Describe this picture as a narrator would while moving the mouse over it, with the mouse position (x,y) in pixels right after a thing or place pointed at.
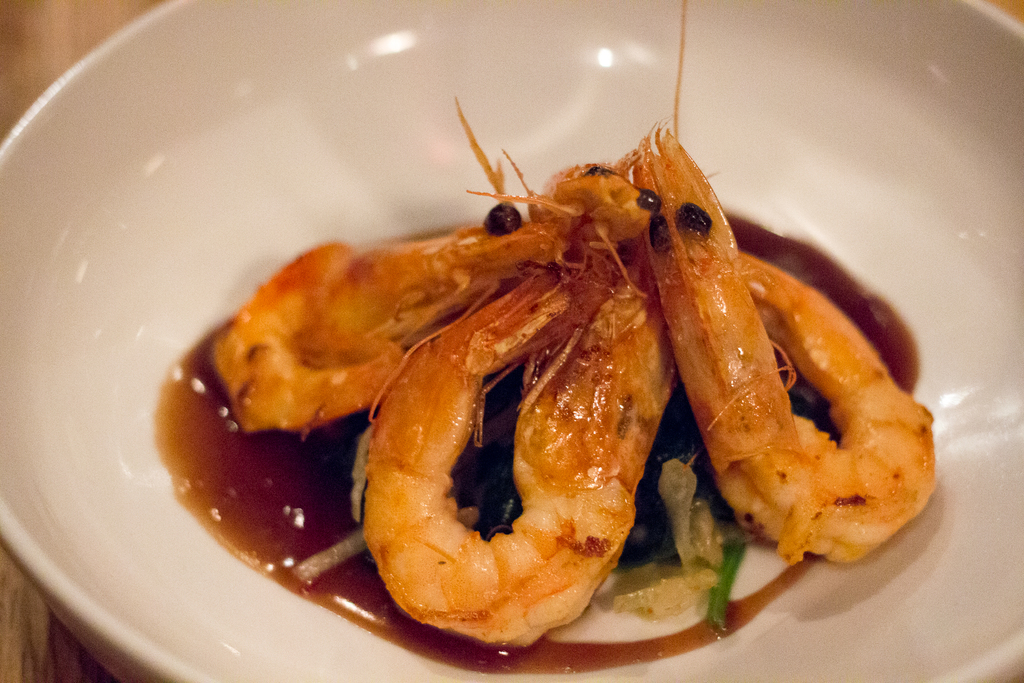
In this image I can see food items (621,419) in a white color bowl (16,292). This bowl (50,317) is on a wooden surface (28,682).
